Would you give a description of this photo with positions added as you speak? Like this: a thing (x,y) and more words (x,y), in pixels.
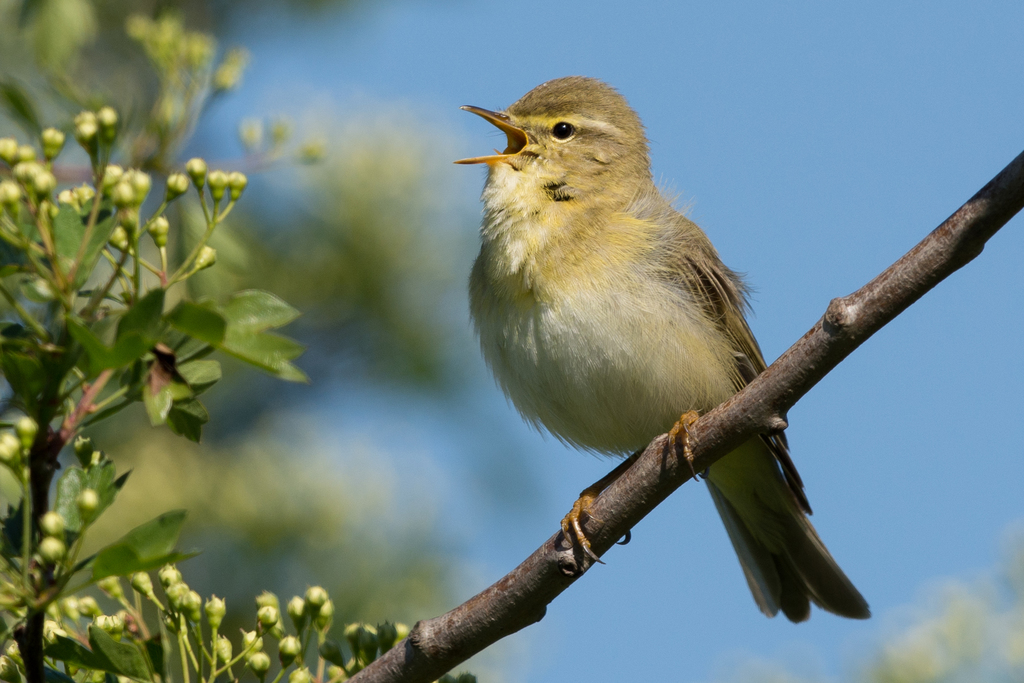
This picture is clicked outside. In the center (579,264) we can see a bird (606,447) standing on the stem (652,493). On the left (66,222) we can see the green leaves (226,319) and buds (331,652). In the background (401,331) we can see the sky (423,55) and some other objects (375,206).
